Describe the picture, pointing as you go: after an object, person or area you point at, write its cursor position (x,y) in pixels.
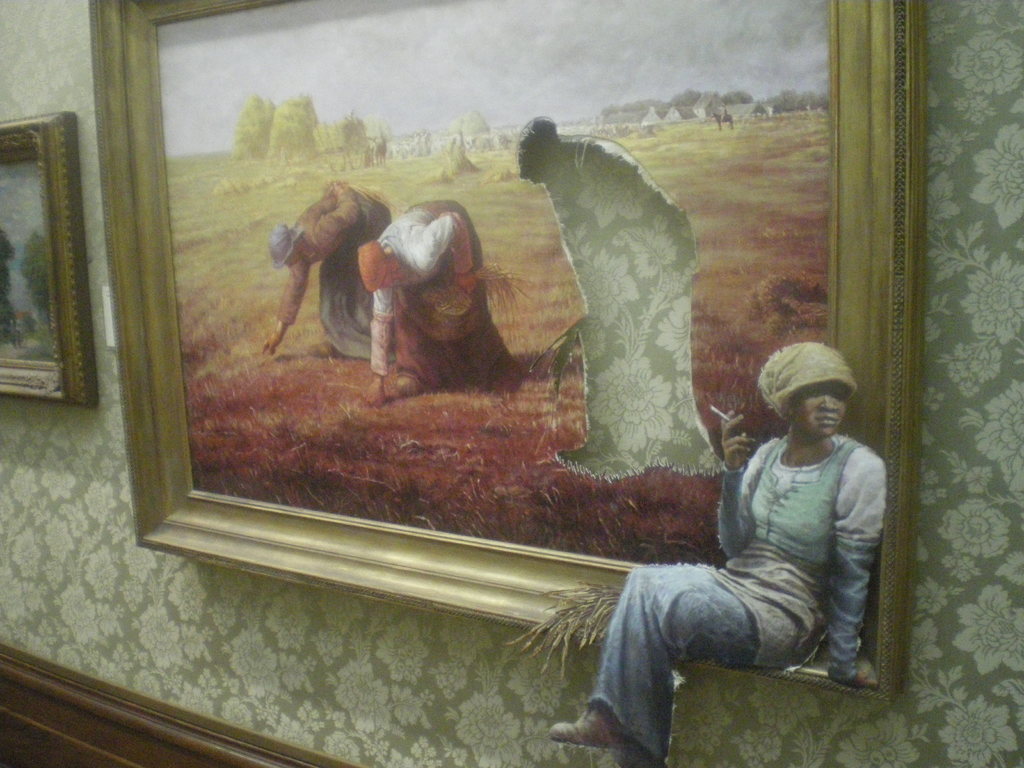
In this image, we can see a photo frame (906,555) on the wall (265,658) contains depiction of persons (859,502). There is an another photo frame (68,371) on the left side of the image (60,335).
